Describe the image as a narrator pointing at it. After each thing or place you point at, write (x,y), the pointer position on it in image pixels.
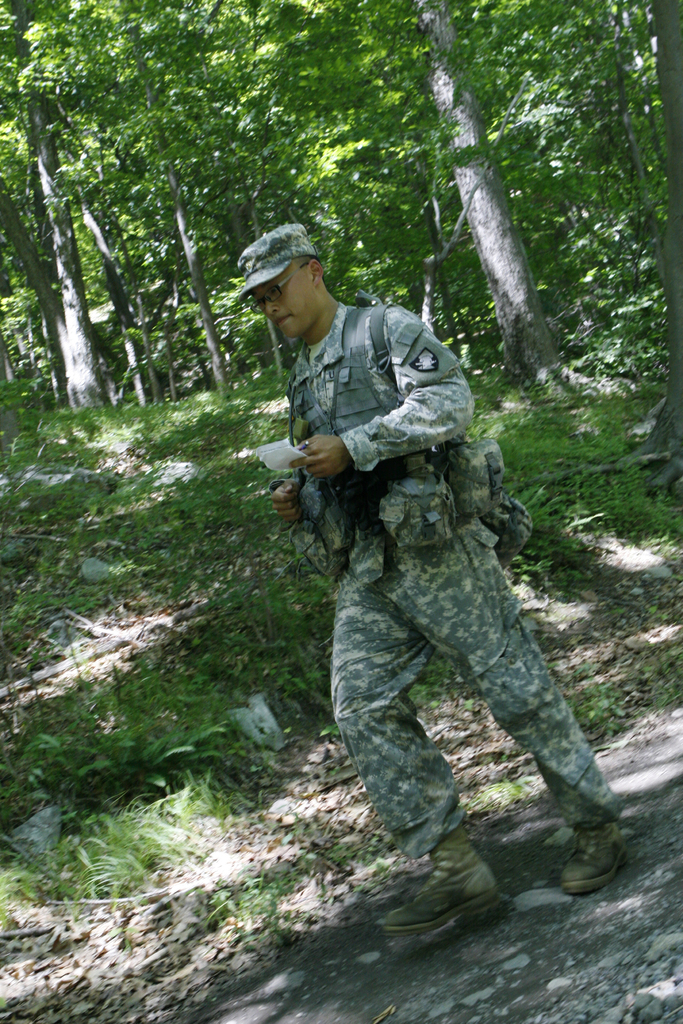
In this image we can see a person (291,386) wearing uniform (339,351), cap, backpack (378,309), spectacles (257,302) and shoes (430,882) is holding a paper (287,468) in his hands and walking on the road (582,913). In the background (32,889), we can see grass (136,805), dry leaves (140,957), plants (126,524) and the trees (285,56).
